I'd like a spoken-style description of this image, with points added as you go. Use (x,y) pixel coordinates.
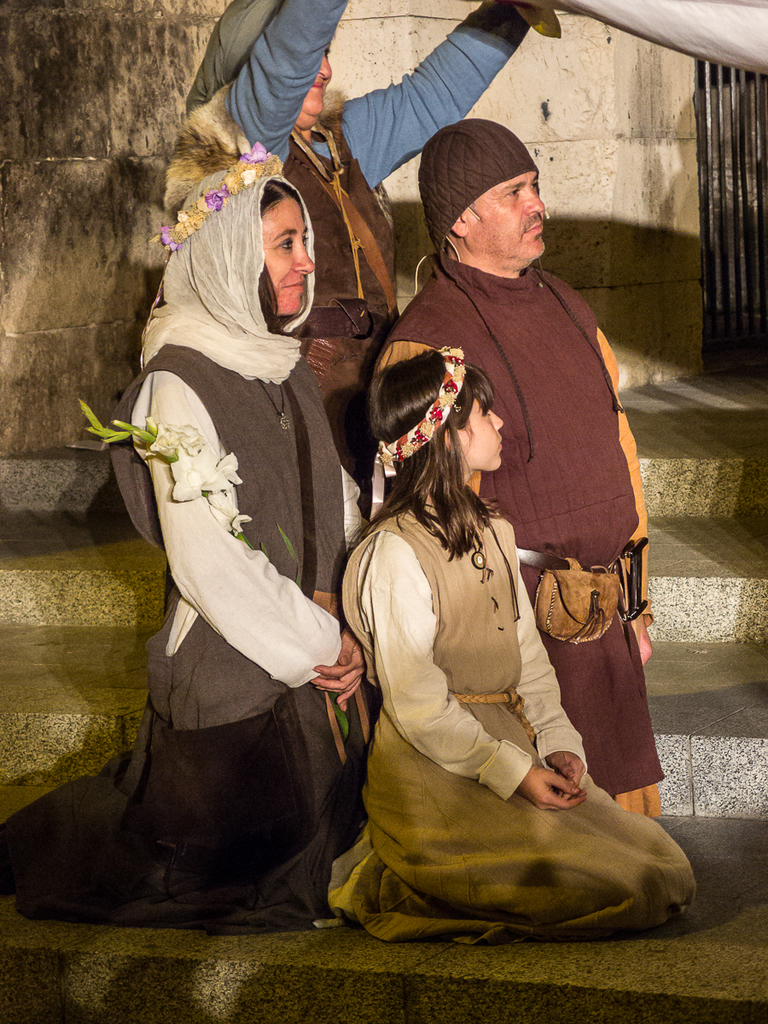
In the center of the picture (333,355) there are group of people (309,414) on the staircase (42,471). In the background (148,67) it is wall (592,106).
